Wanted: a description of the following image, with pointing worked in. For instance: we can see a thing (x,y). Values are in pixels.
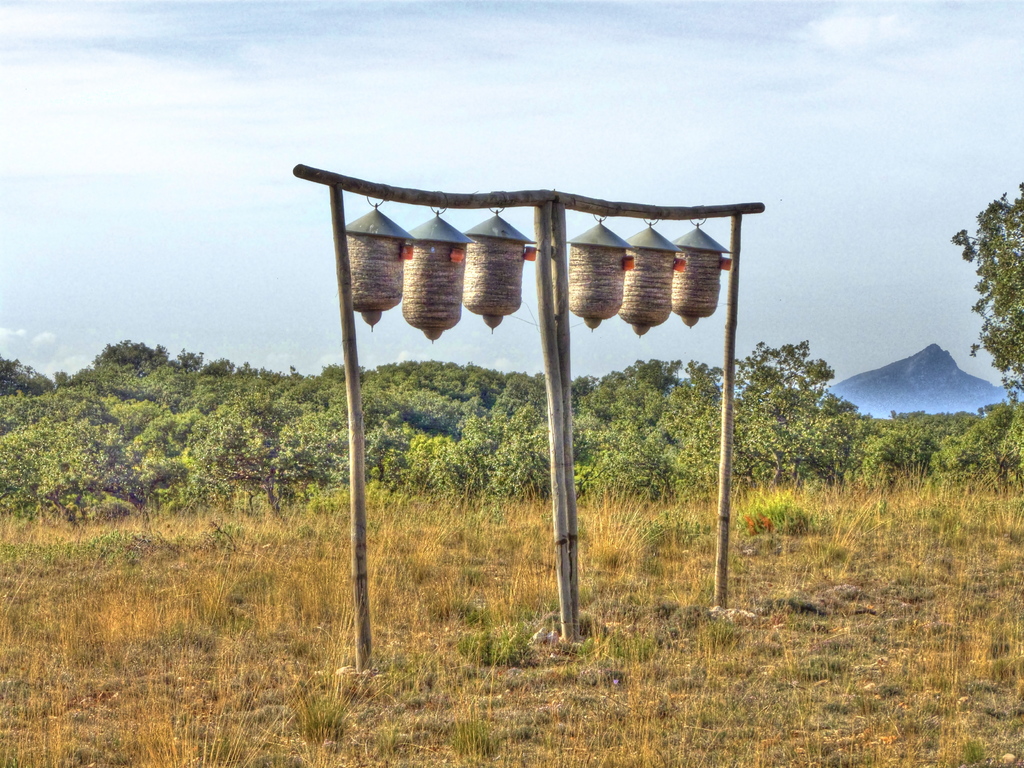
In this picture, there are wooden poles (570,484). For the wooden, there are some objects (378,283) hanged to it. At the bottom (250,626), there are dried grass (751,637). In the center (518,412), there are trees (812,409). On the top (550,145), there is a sky (272,33) with clouds (142,150).
